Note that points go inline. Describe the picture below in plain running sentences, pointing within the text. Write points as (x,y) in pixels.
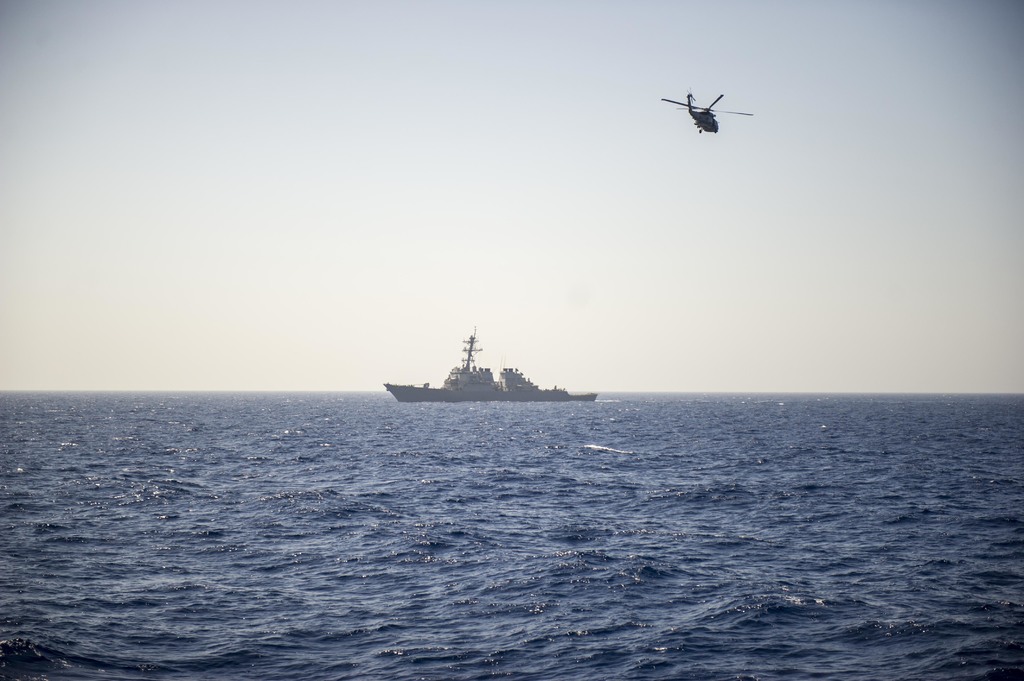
In this image there is a ship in the water (605,429). There is a helicopter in the air (496,173). In the background of the image (256,209) there is sky (244,221).
